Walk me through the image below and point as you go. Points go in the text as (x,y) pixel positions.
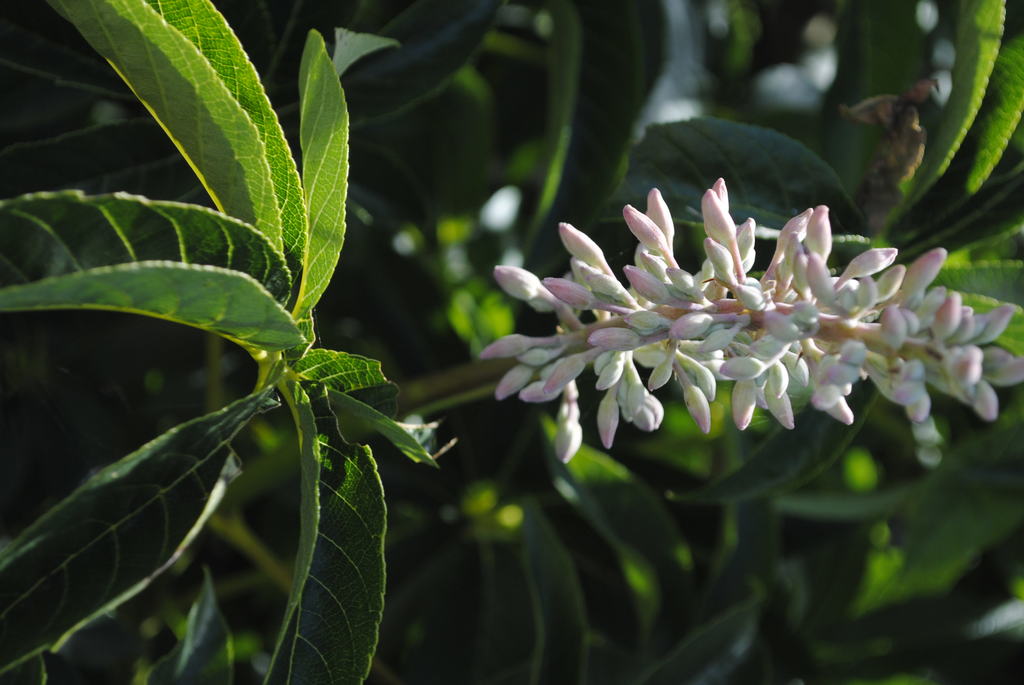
This image is taken in outdoors. In this image there is a tree (635,260) with green leaves (188,78) and plants (817,362).
